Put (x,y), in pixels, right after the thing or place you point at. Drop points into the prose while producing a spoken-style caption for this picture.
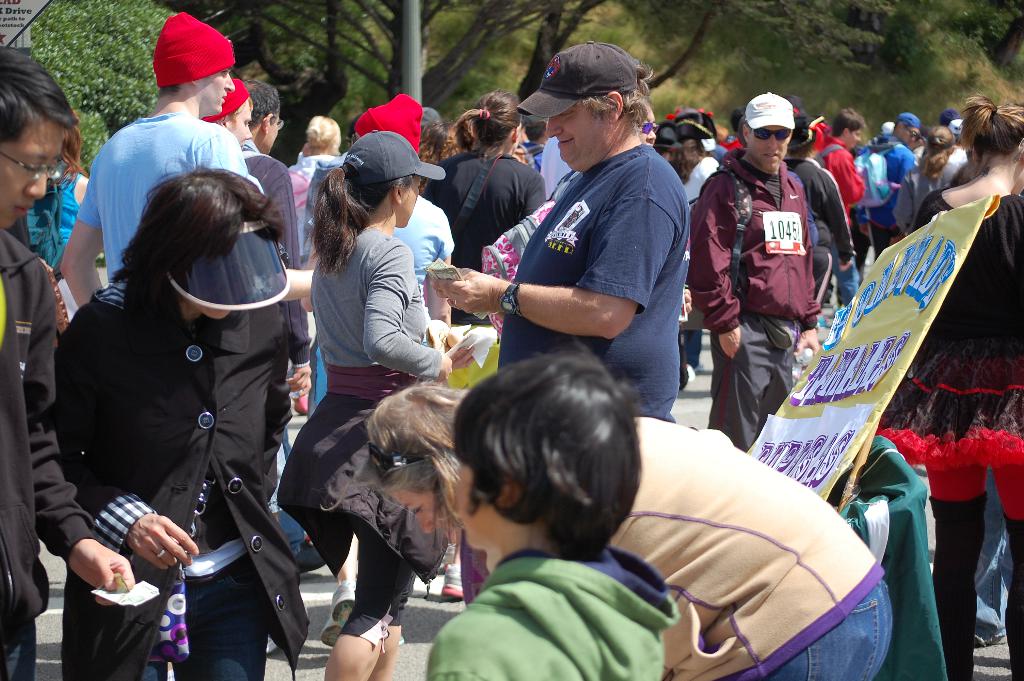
In this image I can see number of people (384,217) are standing. I can see most of them are wearing caps (170,48) and few of them are wearing jackets (174,416). Here I can see a yellow colour board (828,382) and on it I can see something is written. In background (139,59) I can see number of trees (545,53).
